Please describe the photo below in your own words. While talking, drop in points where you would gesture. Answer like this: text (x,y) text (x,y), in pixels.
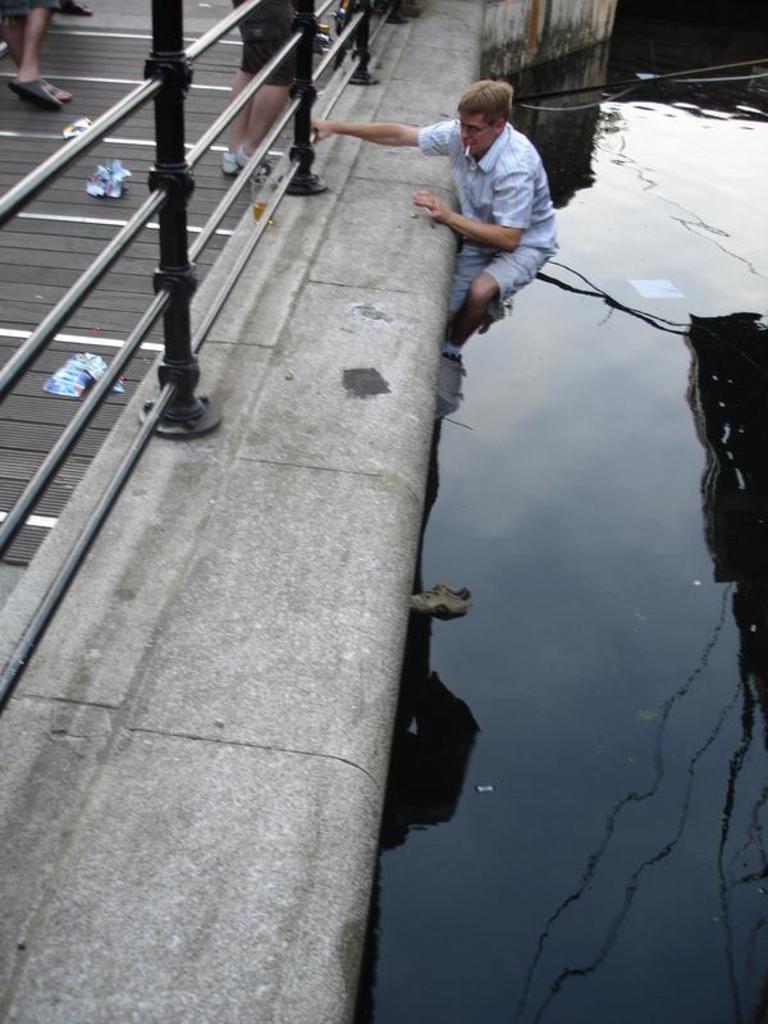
In the picture we can see a path (227,465) with a railing (297,44) and beside it we can see water (626,360) and a man (487,265) climbing the path (422,223) from the water (470,344) and he is wearing a white shirt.
